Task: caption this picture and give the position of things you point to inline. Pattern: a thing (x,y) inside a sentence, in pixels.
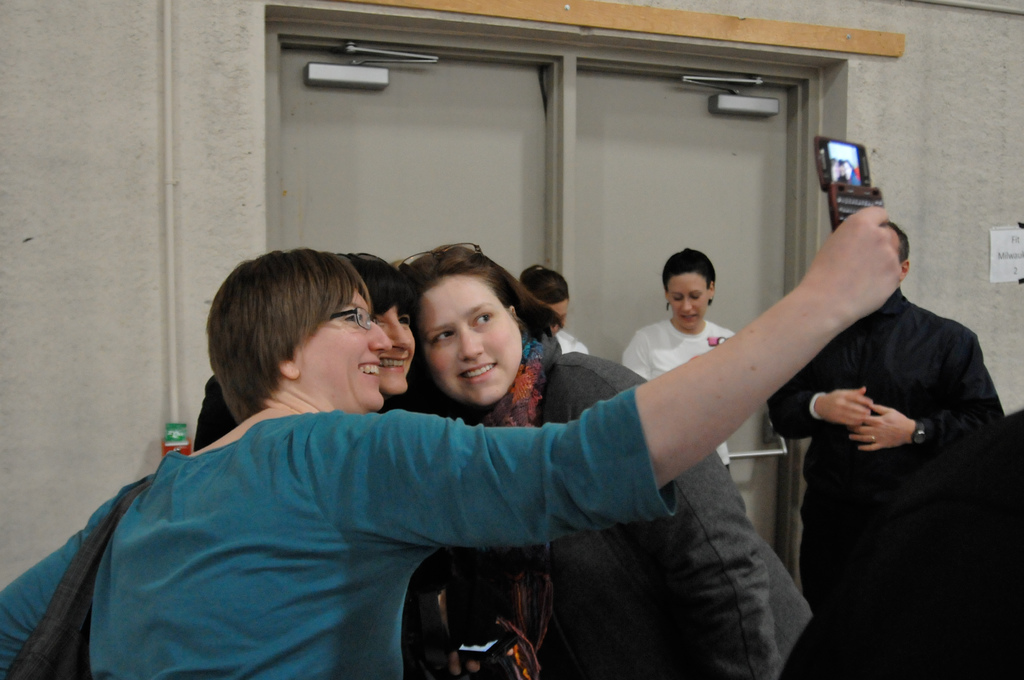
In this image I can see few persons (521,411) are standing and I can see a person (332,476) is holding a mobile (863,157) in her hand (830,251). In the background (536,123) I can see the building (156,130), the door (278,98) which is grey in color and a white colored paper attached to the wall (955,114).
